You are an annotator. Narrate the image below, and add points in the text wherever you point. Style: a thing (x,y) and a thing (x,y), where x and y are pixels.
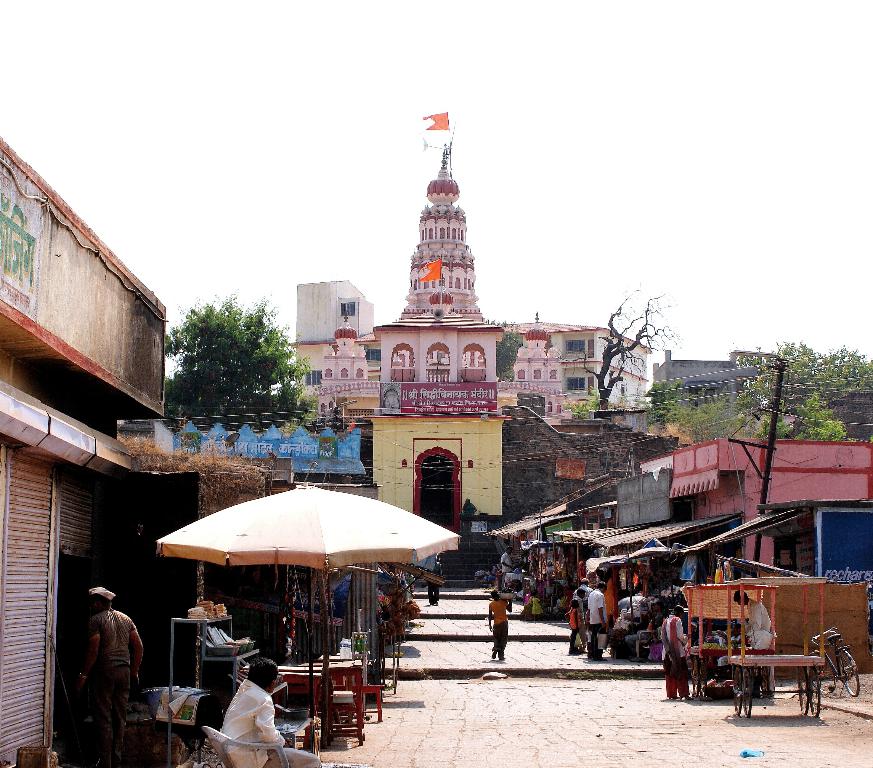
On the left side (272,678), there is a person (272,678) in white color shirt (256,701) sitting on a chair (230,739). Beside him, there is an umbrella (283,554), there is a person (114,595) standing. Beside him, there is a shutter (29,636) of a building (31,549). On the right side (584,596), there are shops (648,531), there are persons (680,633) on the road (557,658) and there is a bicycle (855,670). In the background (799,352), there is a pole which is having electric lines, there is a temple (454,359), there are trees (216,348), buildings (312,345) and there is sky (552,117).
